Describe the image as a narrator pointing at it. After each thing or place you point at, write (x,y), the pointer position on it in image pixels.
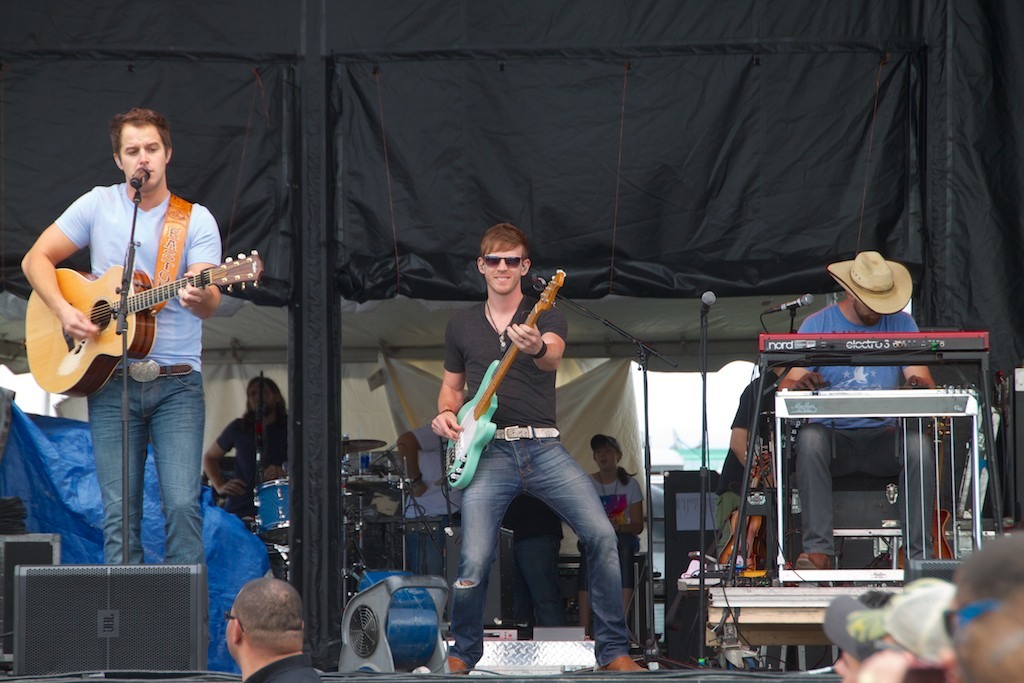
Here a man (155,262) is playing the guitar (148,277) also singing in the microphone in the middle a man (461,597) is playing the guitar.
